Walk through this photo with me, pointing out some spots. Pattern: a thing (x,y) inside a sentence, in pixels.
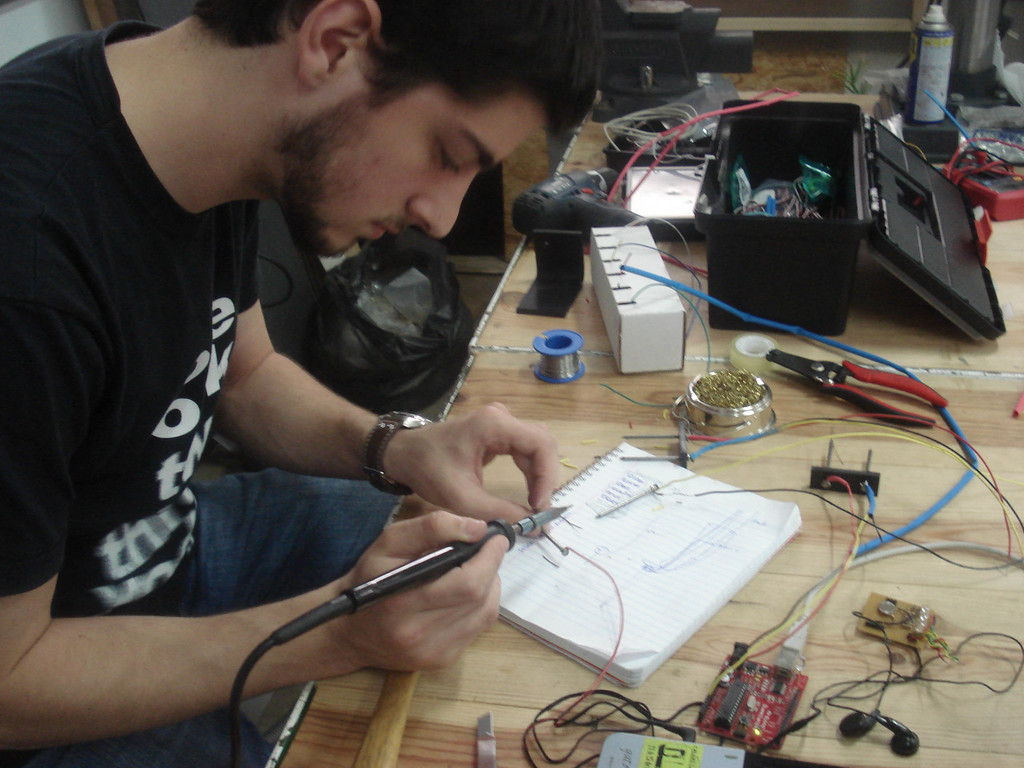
There is a person (104,277) in black color t-shirt (98,464), holding a soldering iron (535,522) with one hand (396,560) and an object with other hand (478,477), near a book (654,535), which is on the table (782,584), on which, there are other objects (736,390). In the background (76,28), there is a wall (76,28) and other objects (353,331).
